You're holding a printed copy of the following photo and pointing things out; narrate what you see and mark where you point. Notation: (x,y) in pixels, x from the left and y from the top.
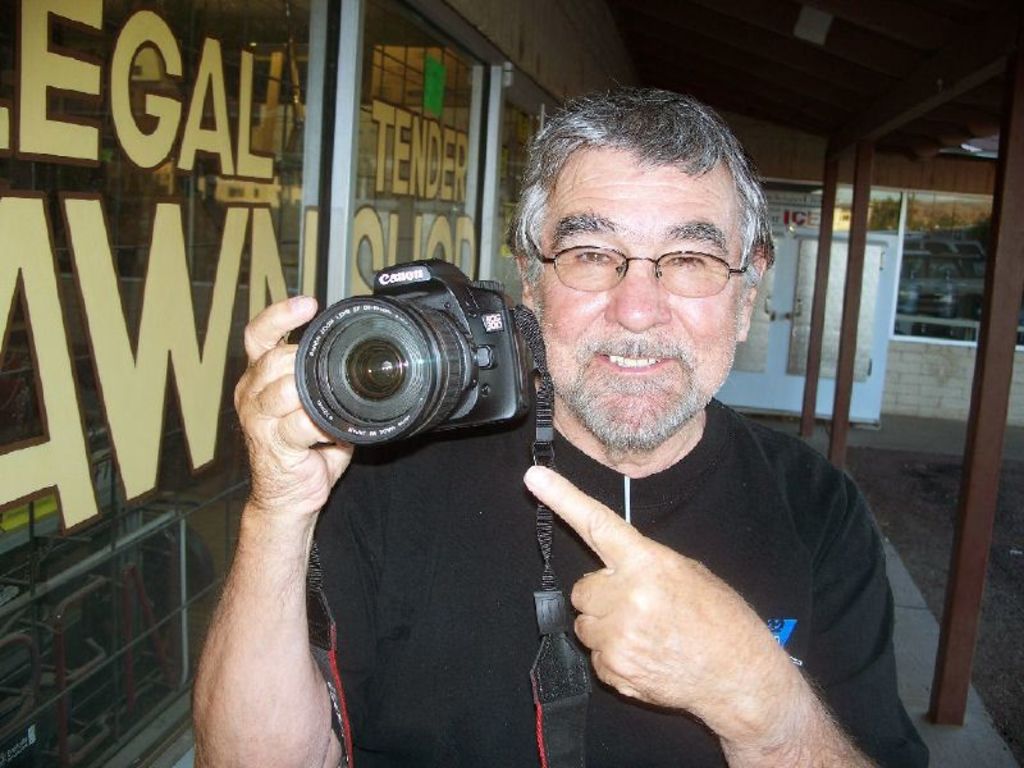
The man (688,246) in black t-shirt (455,512) is holding a camera (388,419). In a glass (980,279) there is a reflection (960,255) of a vehicle's (958,302).
